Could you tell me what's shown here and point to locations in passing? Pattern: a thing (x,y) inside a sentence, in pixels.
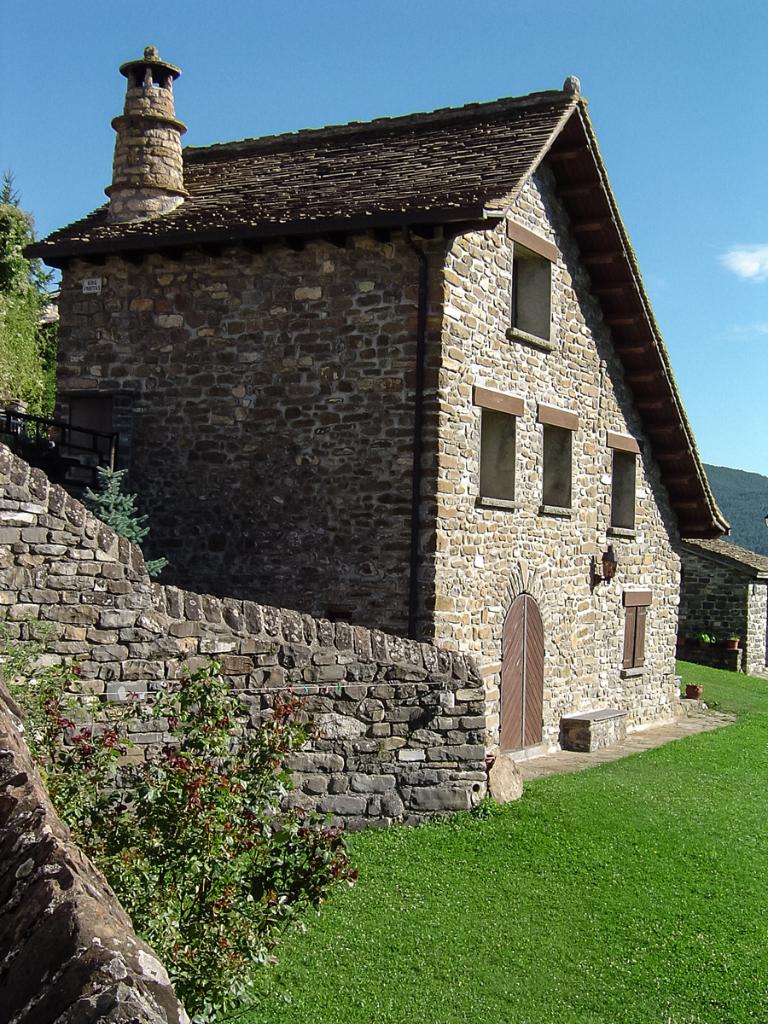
In this image, we can see a house (482,591), there is grass (746,948) on the ground (685,956). We can see a stone wall (29,514) and there are some plants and trees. At the top (449,78) we can see the blue sky (469,89).
